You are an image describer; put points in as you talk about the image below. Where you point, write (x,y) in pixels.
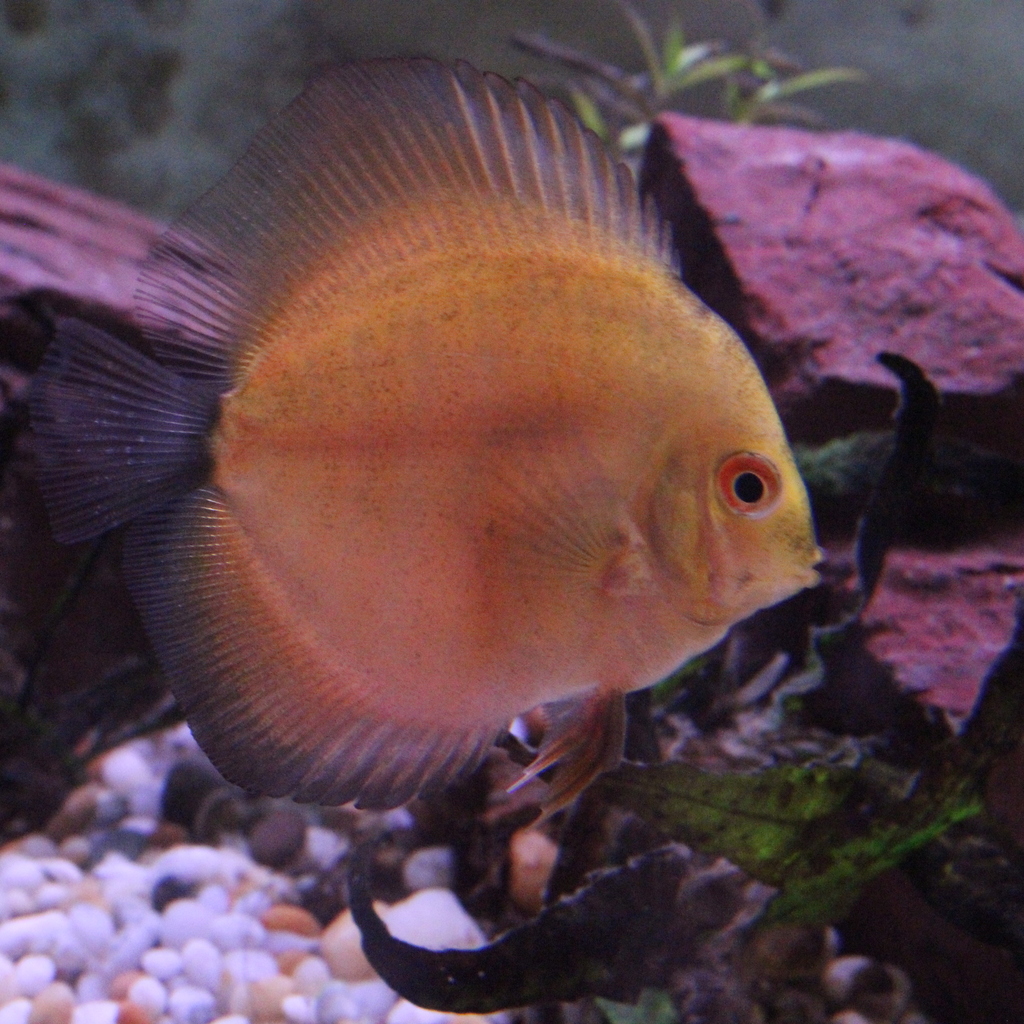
In this picture we can see a fish (277,674), stones (144,911) and leaves (677,72) in the water (85,42).
